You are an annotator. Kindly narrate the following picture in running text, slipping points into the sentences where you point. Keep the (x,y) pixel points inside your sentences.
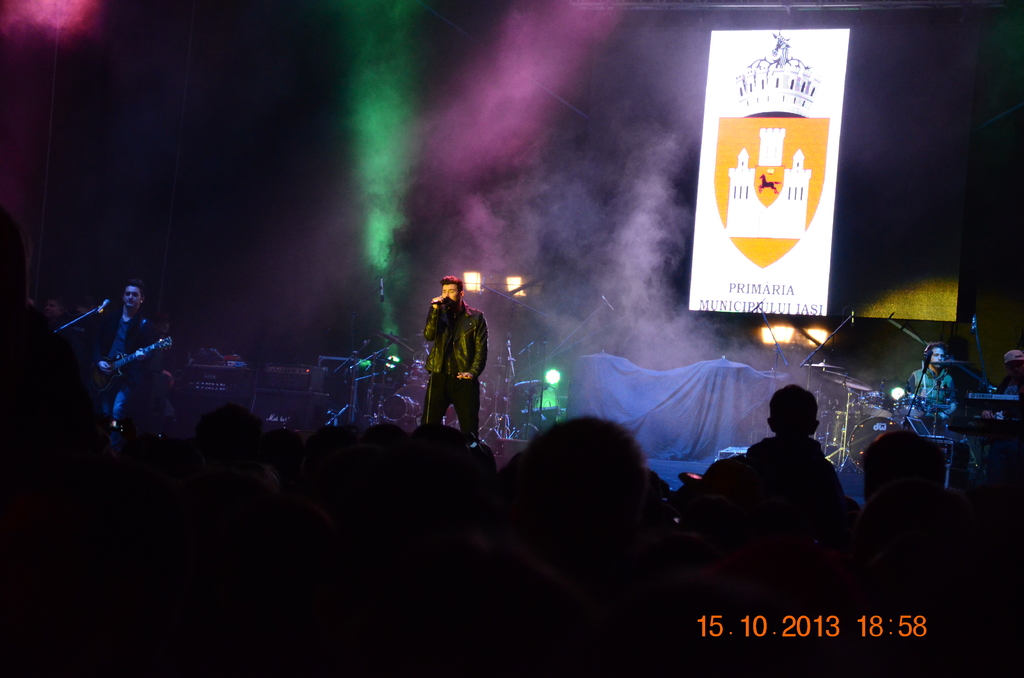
In this image I see 3 men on the stage (778,343), I can see that 1 men (117,336) is holding the guitar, another one is standing in front of the mic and another one is near the drums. I can also see that there are lot of people (11,503) over here.
